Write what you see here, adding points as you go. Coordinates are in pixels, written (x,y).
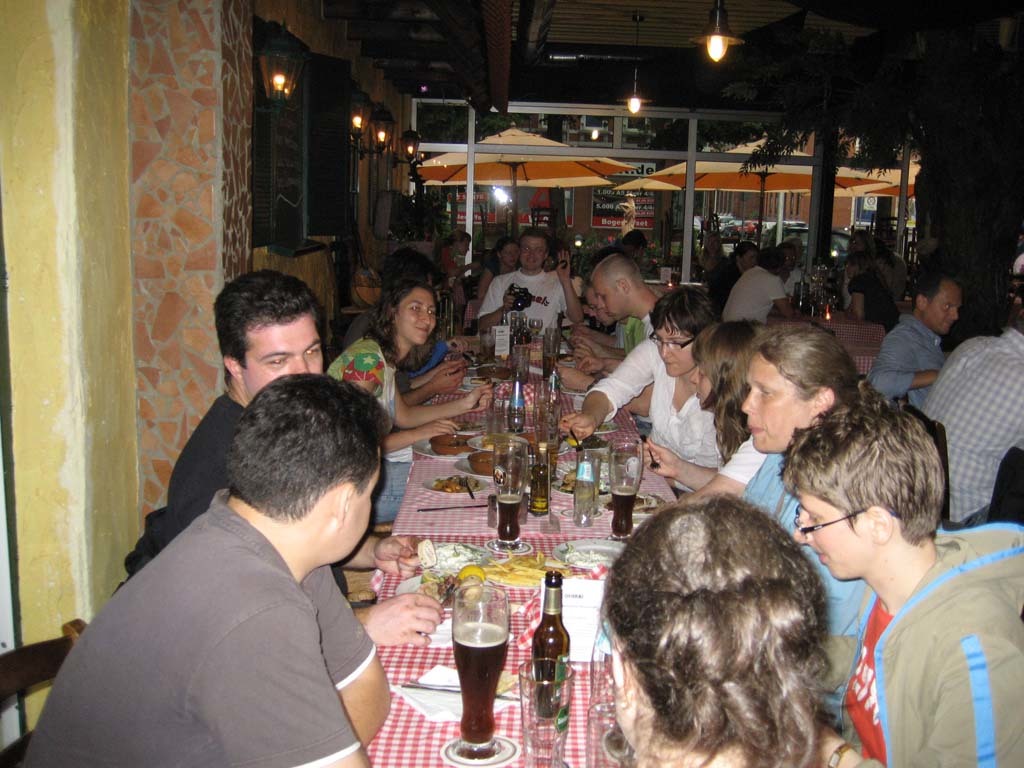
In this picture we can see some persons (759,362) sitting on the chairs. This is the table (435,713). On the table (441,761) there are some bottles (516,425), glasses (479,743), and plates (474,433). On the background (797,211) we can see some buildings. And these are the lights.
